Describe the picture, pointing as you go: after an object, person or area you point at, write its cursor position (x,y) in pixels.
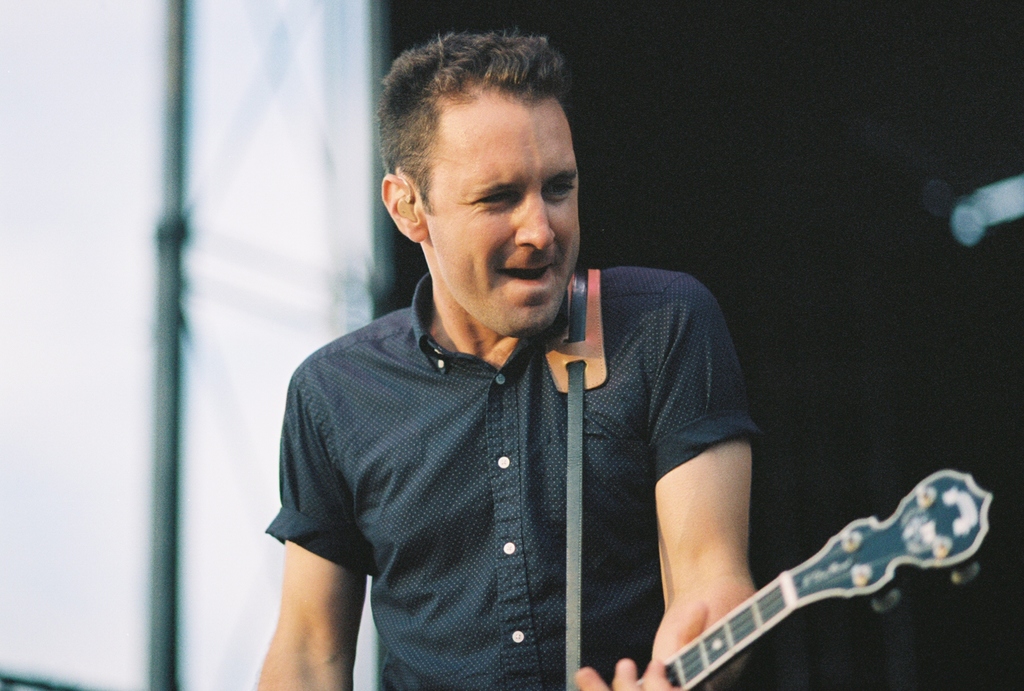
In the image we can see there is a man (629,667) who is holding banjo (801,602) in his hand (629,667) and the background is blurry.
